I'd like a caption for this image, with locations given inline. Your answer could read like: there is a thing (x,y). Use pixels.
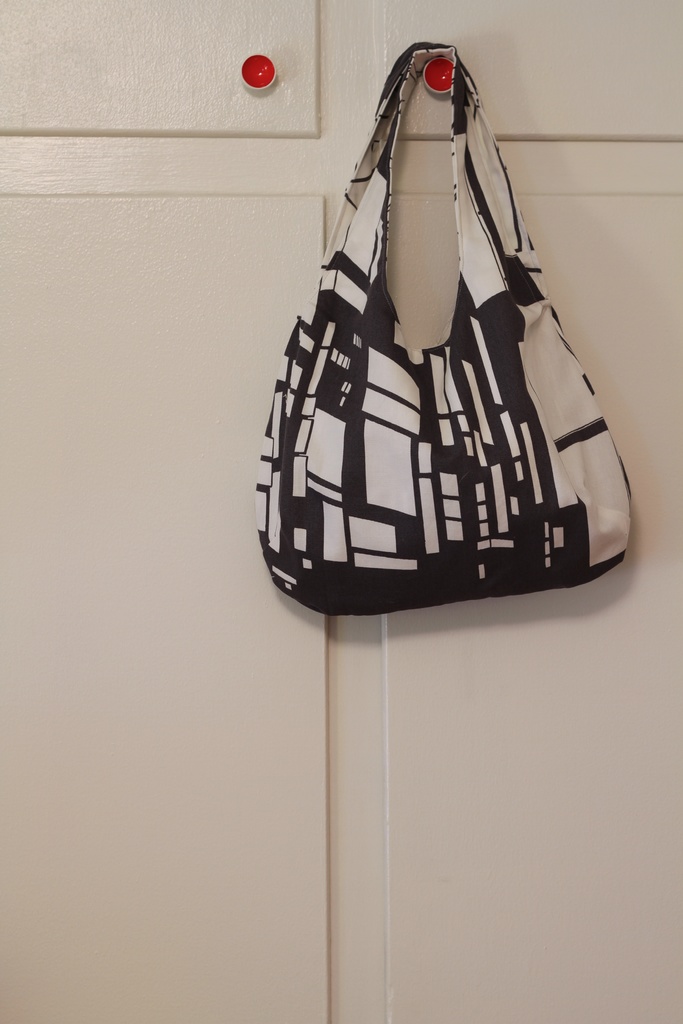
This picture shows a woman's handbag (456,201).
